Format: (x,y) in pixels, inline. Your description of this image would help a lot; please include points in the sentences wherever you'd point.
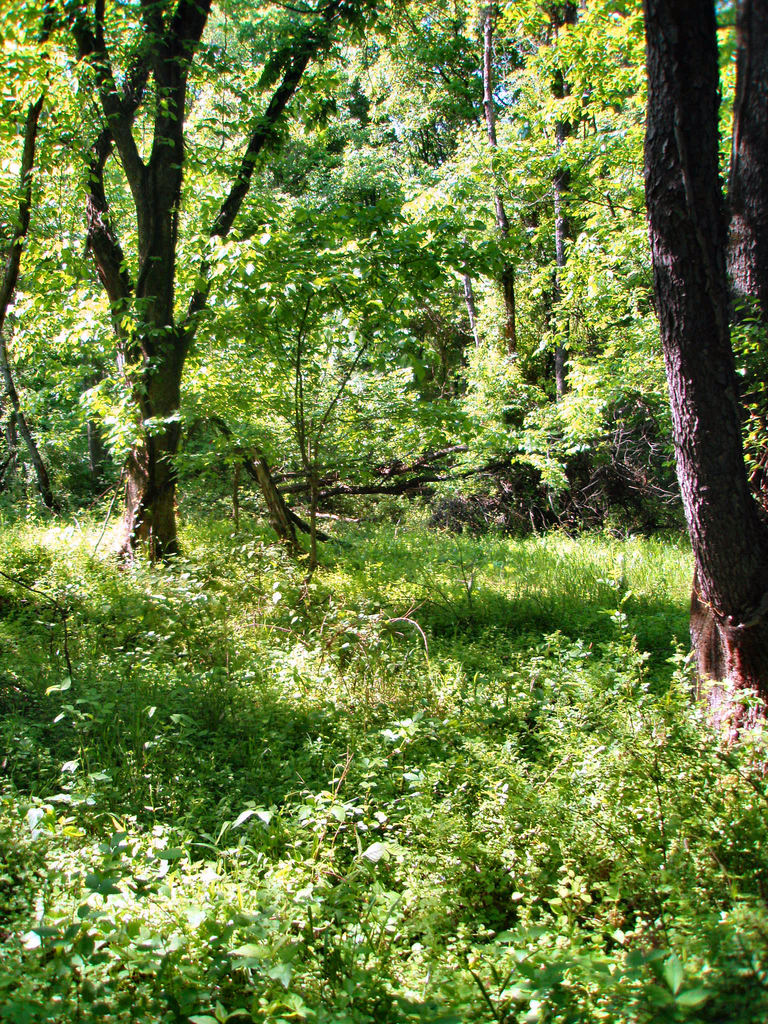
In this picture we can see some plants (296,741) at the bottom (244,735), there are some trees (646,407) in the background (535,193).
